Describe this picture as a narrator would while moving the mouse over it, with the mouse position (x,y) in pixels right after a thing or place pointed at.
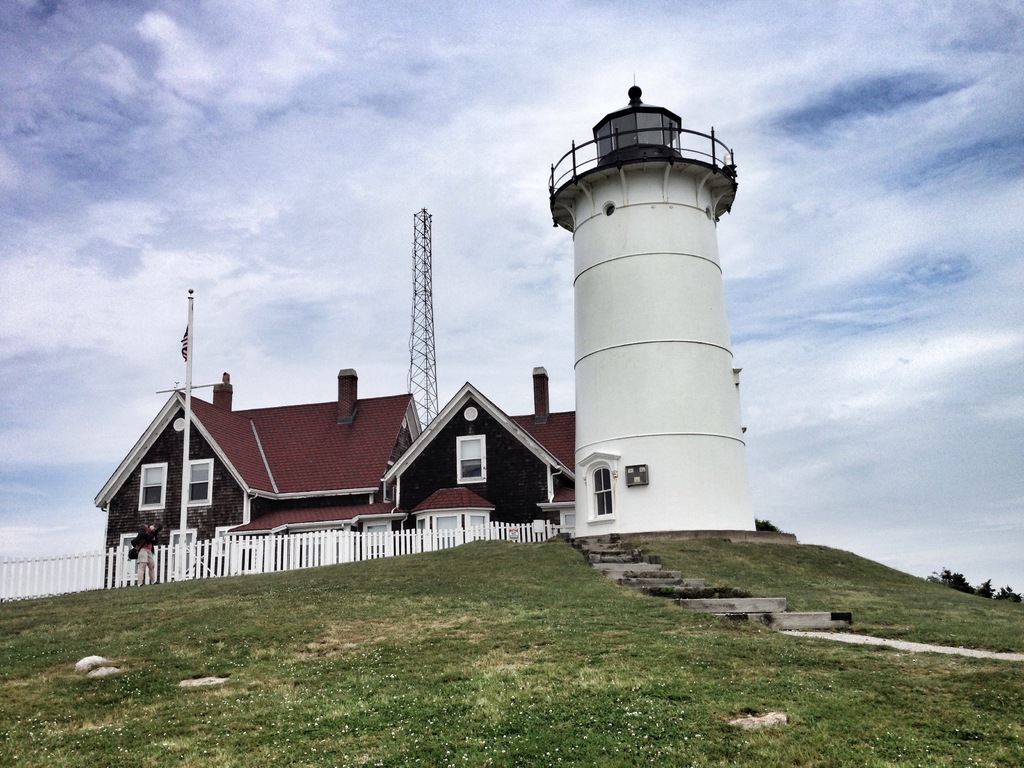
At the bottom of the image (1009,634) there is grass (65,621). In the middle of the image (347,447) there is a house (252,521) and there is a fencing (116,561) and a man (143,529) is standing and holding a camera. Behind the house (177,503) there are some clouds (512,324) and sky (873,30).
